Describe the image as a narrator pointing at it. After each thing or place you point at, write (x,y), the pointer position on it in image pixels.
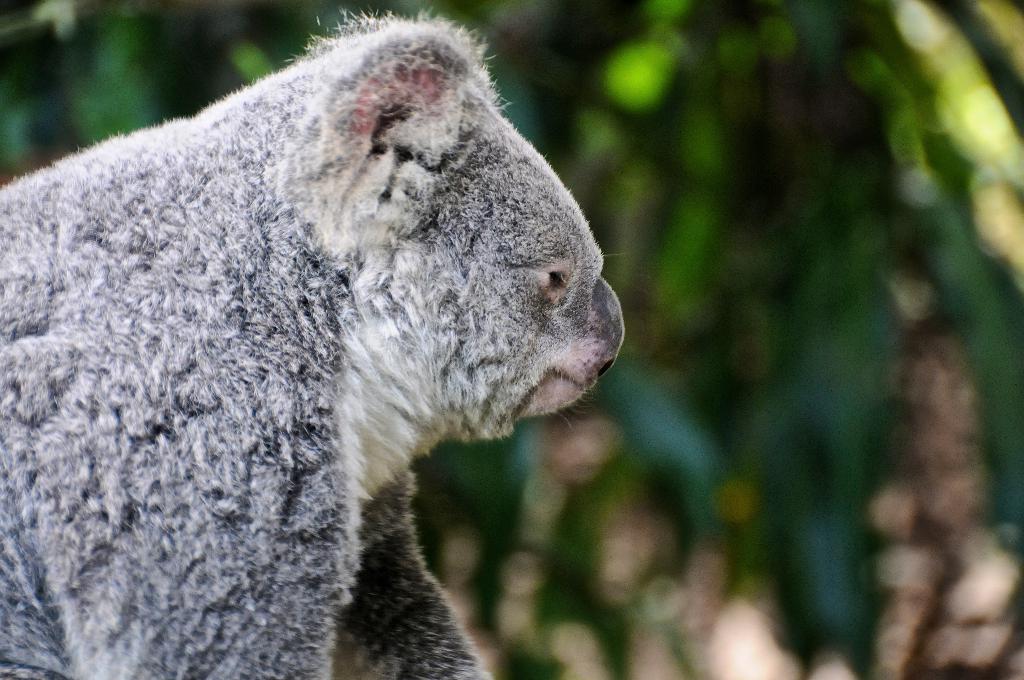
In the picture I can see an animal (317,379). The background of the image (749,224) is blurred.
